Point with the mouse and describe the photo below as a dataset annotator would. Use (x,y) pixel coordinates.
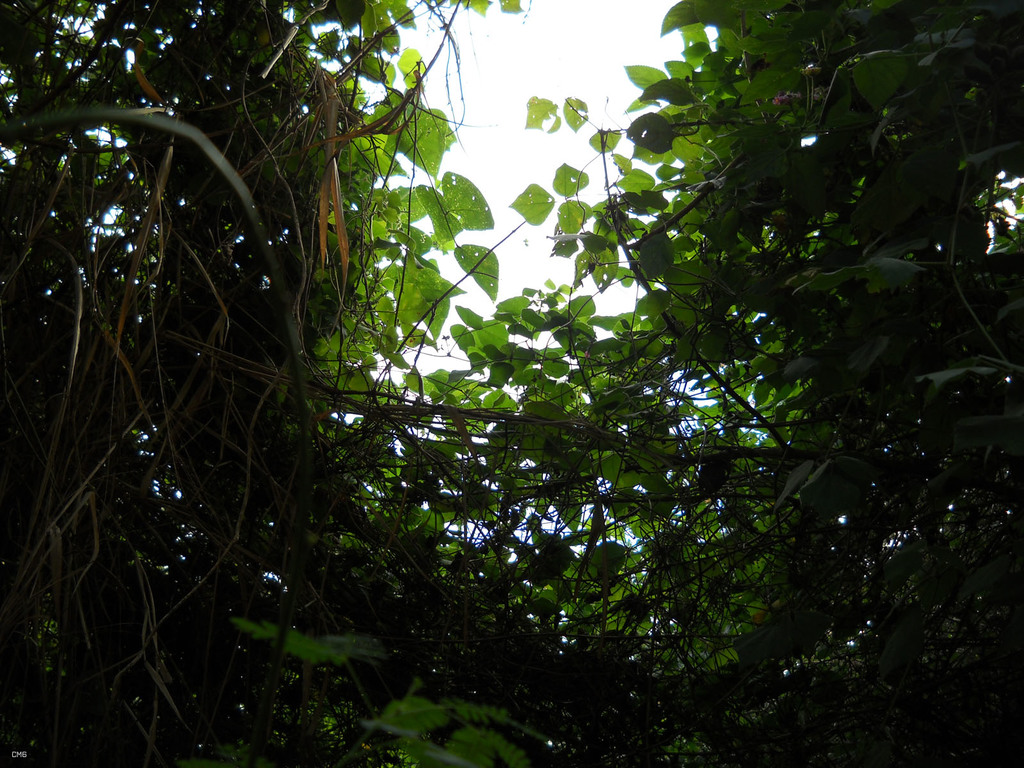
In this image there are few creepers (522,462) having leaves (536,108). Behind there is sky (564,93).
